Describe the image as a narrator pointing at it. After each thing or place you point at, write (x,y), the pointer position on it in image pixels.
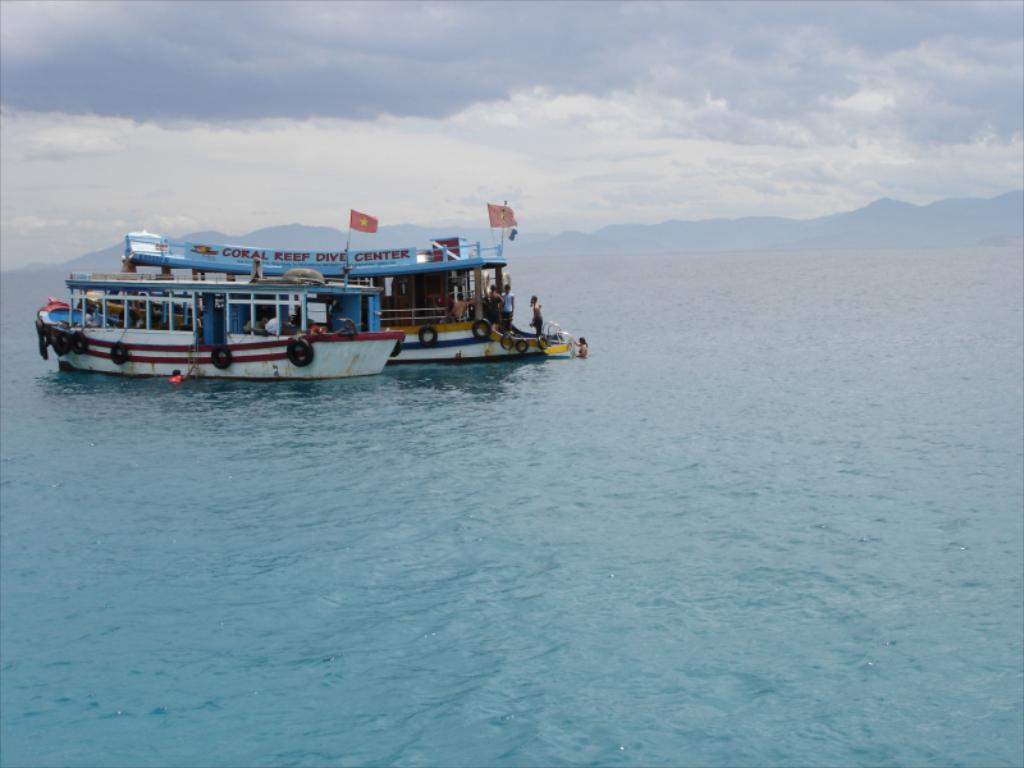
There are boats (243,272) on the water (577,628). On the boats (410,289) there are flags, something is written, poles (170,303) and tires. In the background (538,233) there are hills (652,230) and sky (544,126) with clouds (496,88). Also there are few people (489,319) in the boats (208,305).
